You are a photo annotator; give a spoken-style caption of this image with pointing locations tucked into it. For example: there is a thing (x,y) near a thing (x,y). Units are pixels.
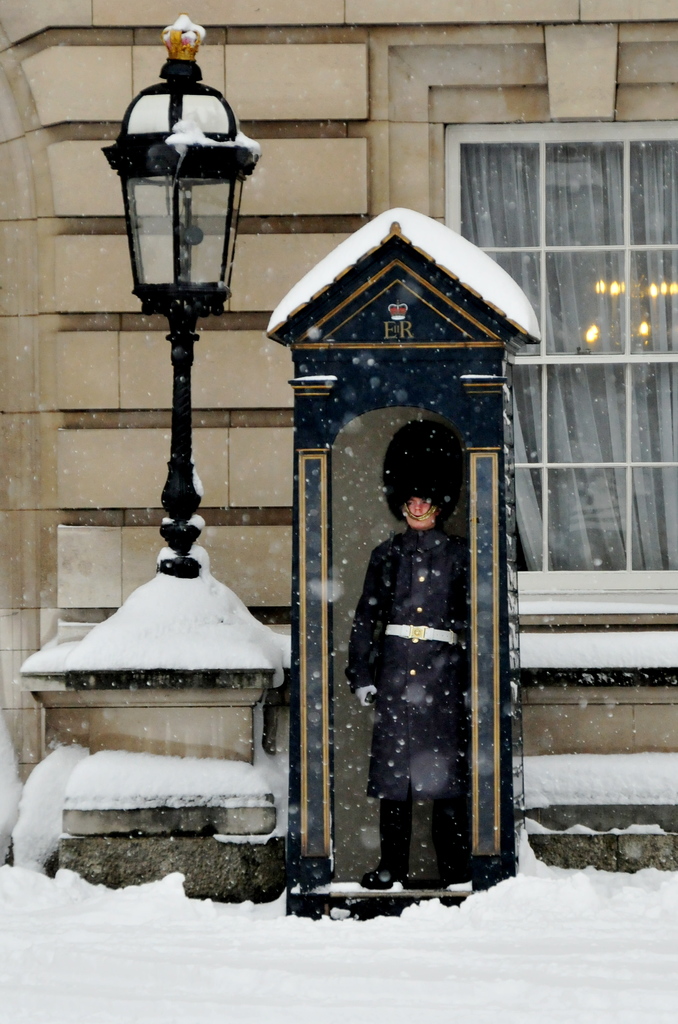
At the bottom of the image (415,984) there is snow (415,984). And there is a small room (339,887) with roof (436,278). Inside the room (468,339) there is a person (427,616) standing. Beside the room (307,551) there is a pole (180,329) with lamp (155,247). In the background (630,620) there is a wall (640,668) with glass window (545,248). Inside the window (570,291) there is a curtain (596,312) and also there are lights (617,295).
